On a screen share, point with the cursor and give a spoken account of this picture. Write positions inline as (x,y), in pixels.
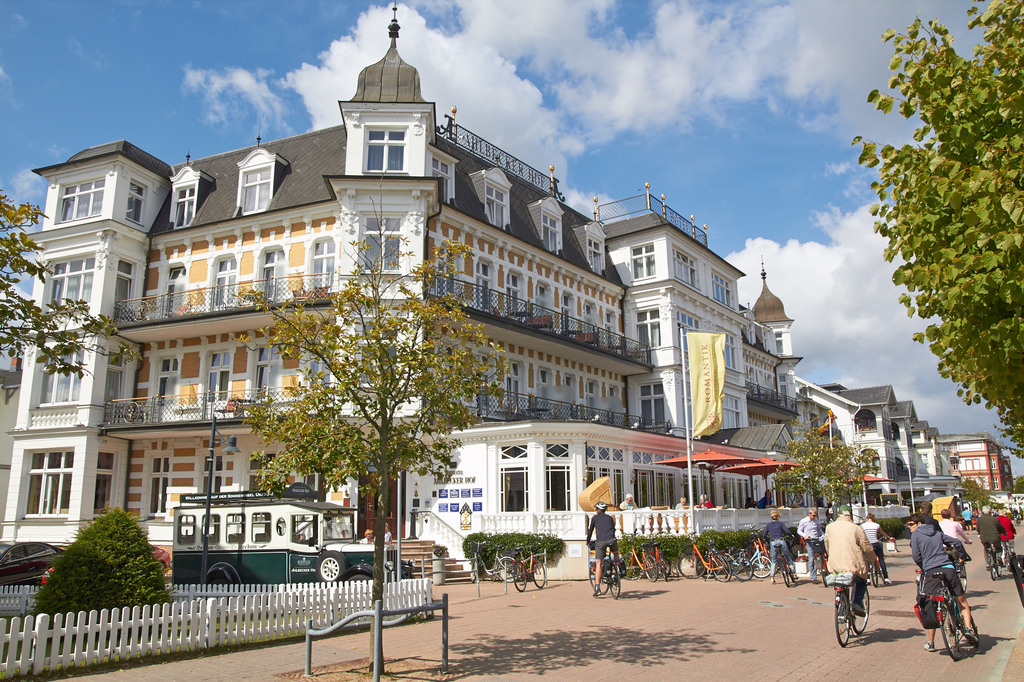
On the right side of this image (946,575) I can see few persons (939,568) are riding their bicycles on the road (760,616). In the background (439,523), I can see some buildings (567,386) and trees (435,397). On the left side (79,626) there is a garden (106,599) along with fencing (243,594) around it. At the back of it I can see few vehicles (248,561) on the road (443,588). On the top of the image (161,63) I can see the sky (231,41) and the clouds (486,79).
